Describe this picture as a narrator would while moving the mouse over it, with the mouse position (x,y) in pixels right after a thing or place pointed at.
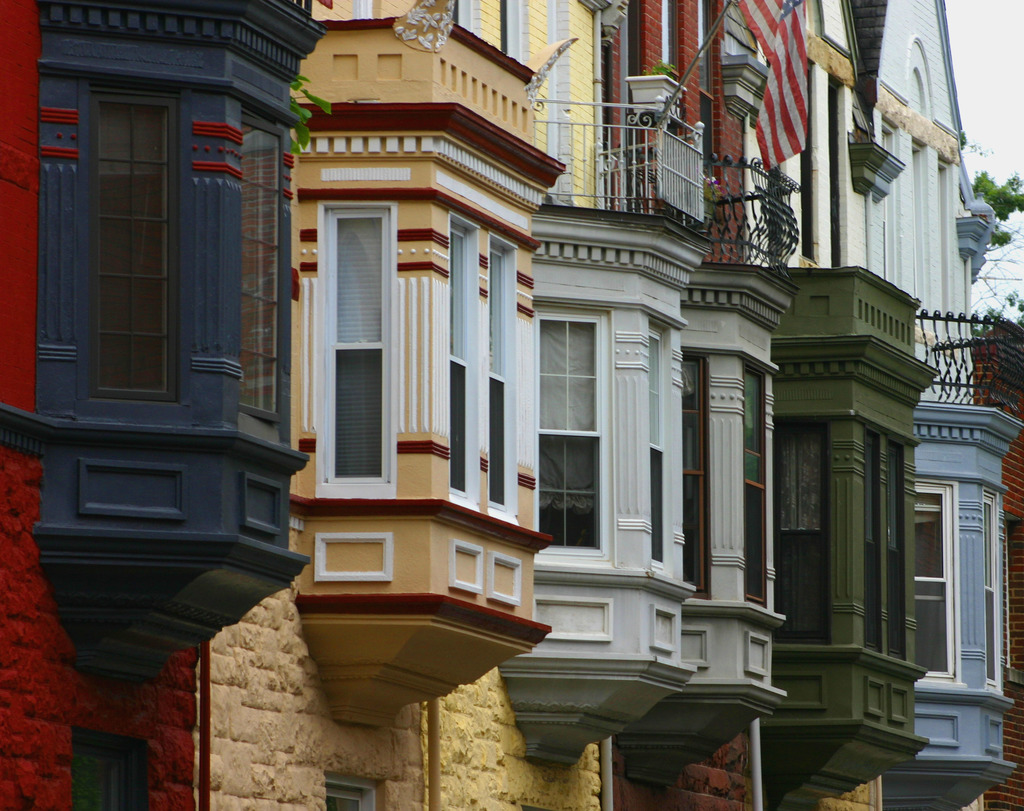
In the foreground of this image (575,710), there are colorful buildings (730,730) and glass windows (557,428) to it. On the top (714,209), there are railings (951,349) and a flag (773,69).
